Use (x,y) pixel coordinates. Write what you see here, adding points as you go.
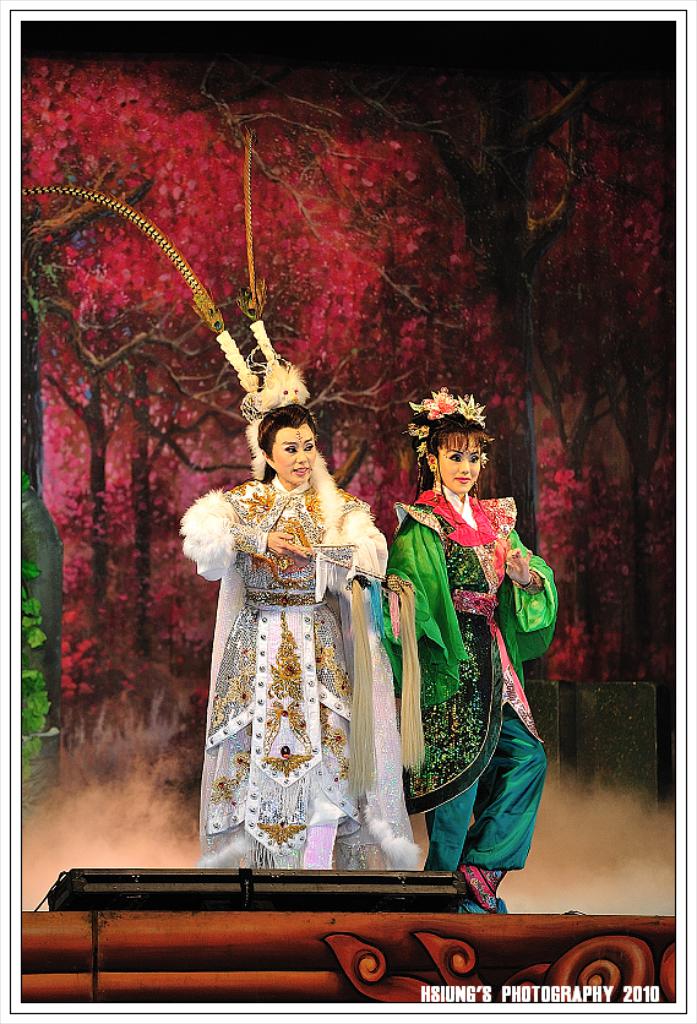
This is the picture of a place (364,473) where we have two ladies (539,590) with different costumes (288,739) in white and green color and behind there are some trees (242,317) which has some leaves (326,295).
